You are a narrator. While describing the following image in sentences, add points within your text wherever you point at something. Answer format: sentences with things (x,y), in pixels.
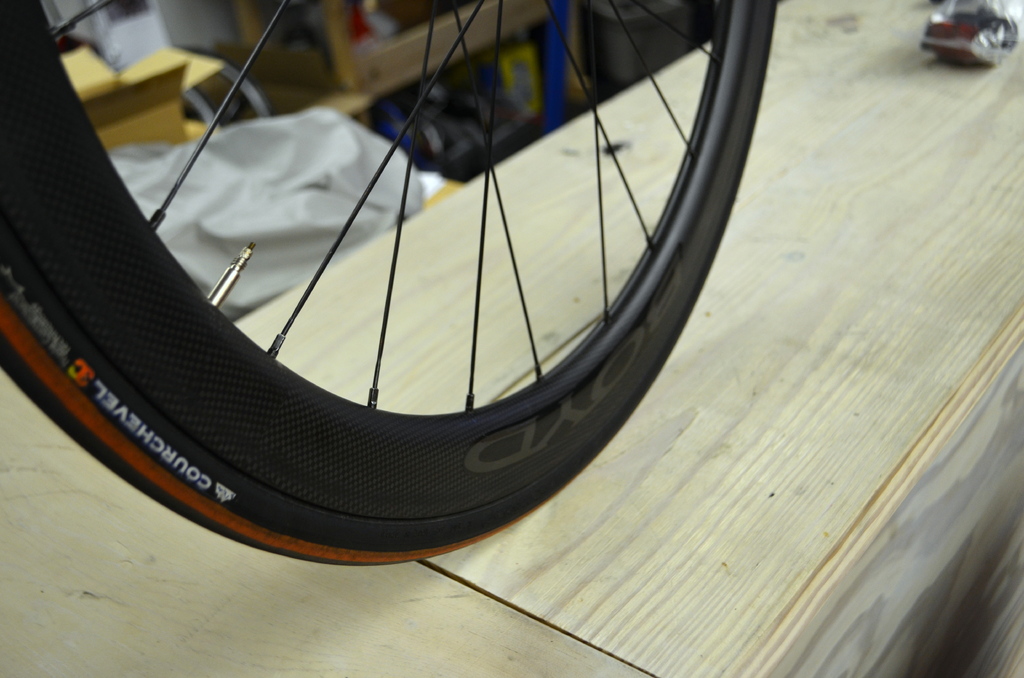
In the center of the image (488,398) there is a table (708,516). On table (646,579) we can see the bicycle wheel (443,466) is present. At the top right corner (972,44) an object (976,36) is there. At the top left corner (231,209) box (133,117) and a cover (279,192) are present.
